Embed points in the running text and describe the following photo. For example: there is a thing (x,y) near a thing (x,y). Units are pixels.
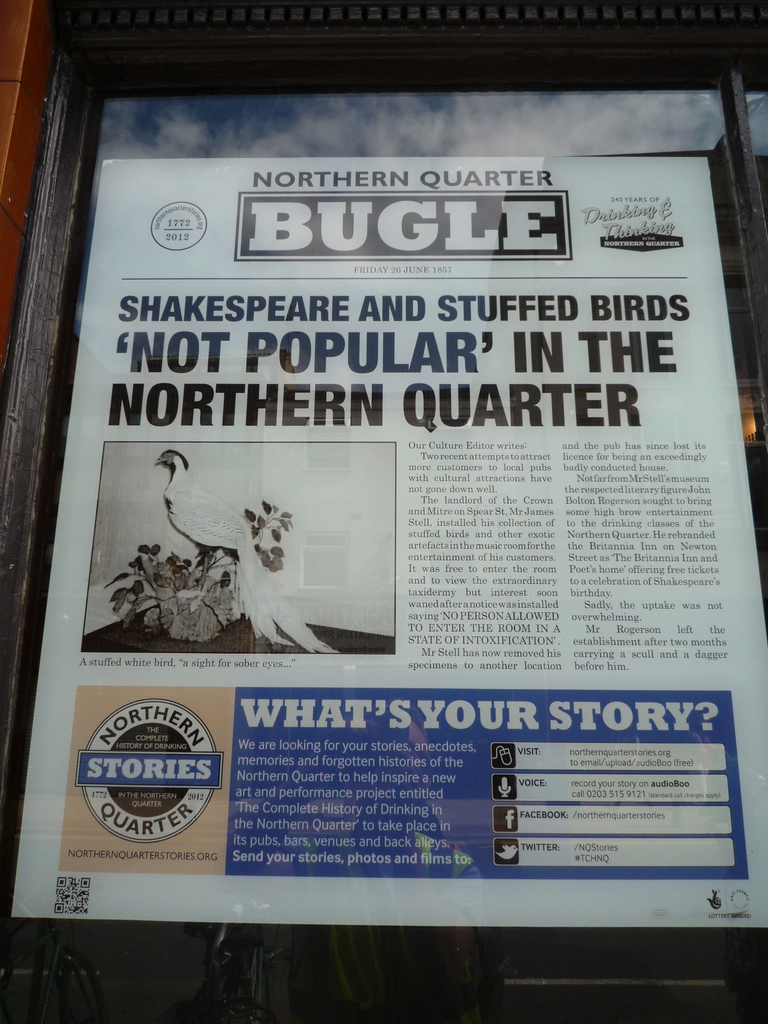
In this picture, we can see a poster (562,558) with some text (571,560) and images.
